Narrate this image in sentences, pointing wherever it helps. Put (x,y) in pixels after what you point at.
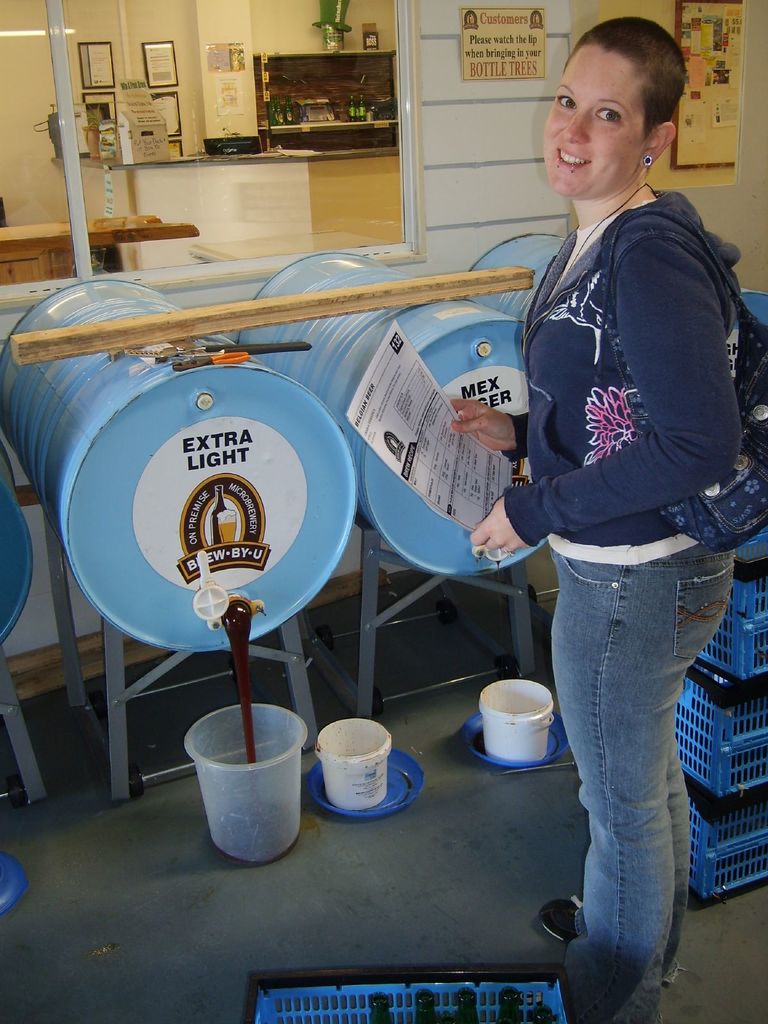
This is an inside view. On the right side (575,461) a woman (610,561) is wearing a jacket (612,505), jeans (623,613), a bag (759,372) and standing. She is holding a paper (443,448) in the hands (497,435), smiling and giving pose for the picture. In front of her there are few drums (362,350) placed on the metal stands (525,629). At the bottom (363,745) there are few buckets (281,757) on the floor (164,845). On the right side (728,723) there are some baskets (747,717). In the background (499,121) there is a wall (460,101) and a glass (171,206). In the top left (253,200), there is a table (181,178) on which I can see many objects (328,107) and there are few photo frames (106,59) attached to the wall (89,10).
